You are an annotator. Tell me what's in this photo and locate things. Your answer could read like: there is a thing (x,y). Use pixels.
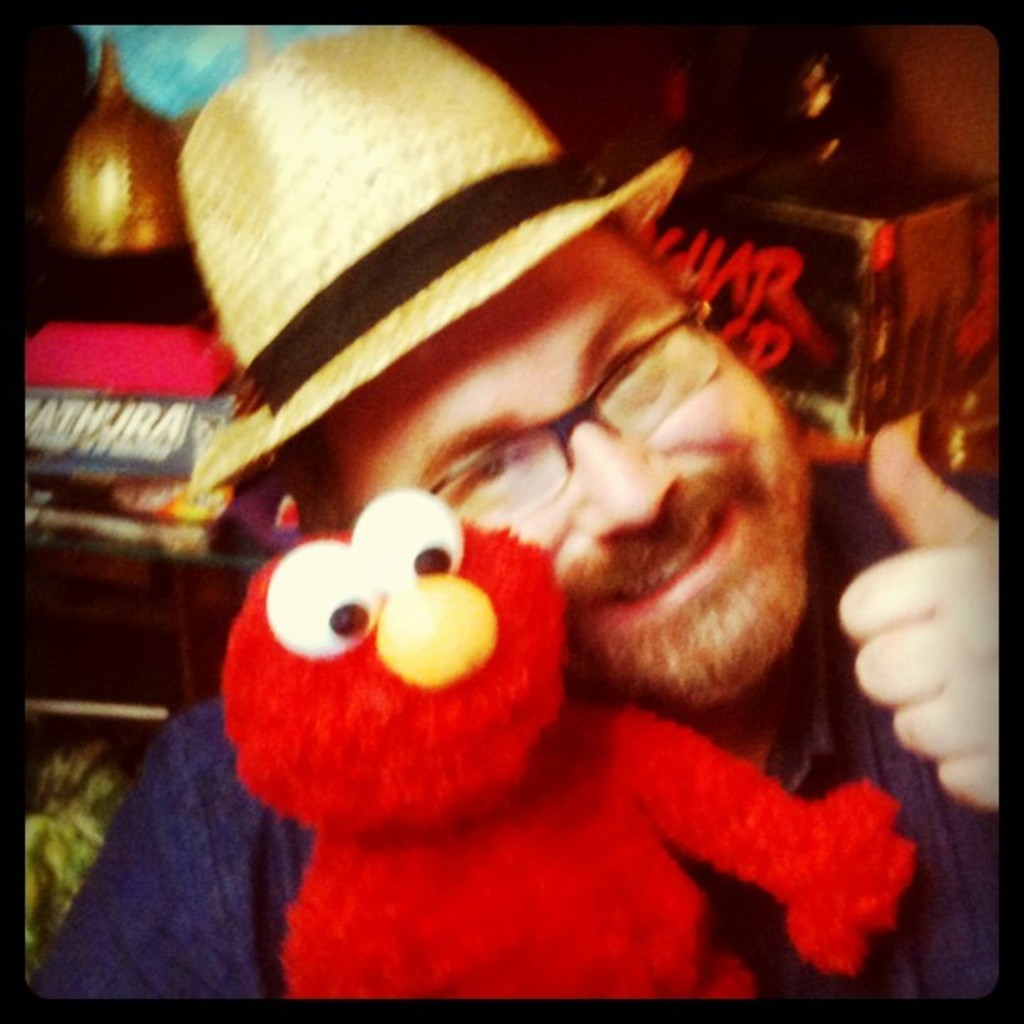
In this image, we can see an edited picture. In this image, we can see a person (668,627) smiling and wearing a hat (417,288) and glasses (462,502). At the bottom of the image (695,907), we can see a toy (547,877). In the background (759,357), we can see few objects (44,781). We can see black color borders (5,721) in the image.
